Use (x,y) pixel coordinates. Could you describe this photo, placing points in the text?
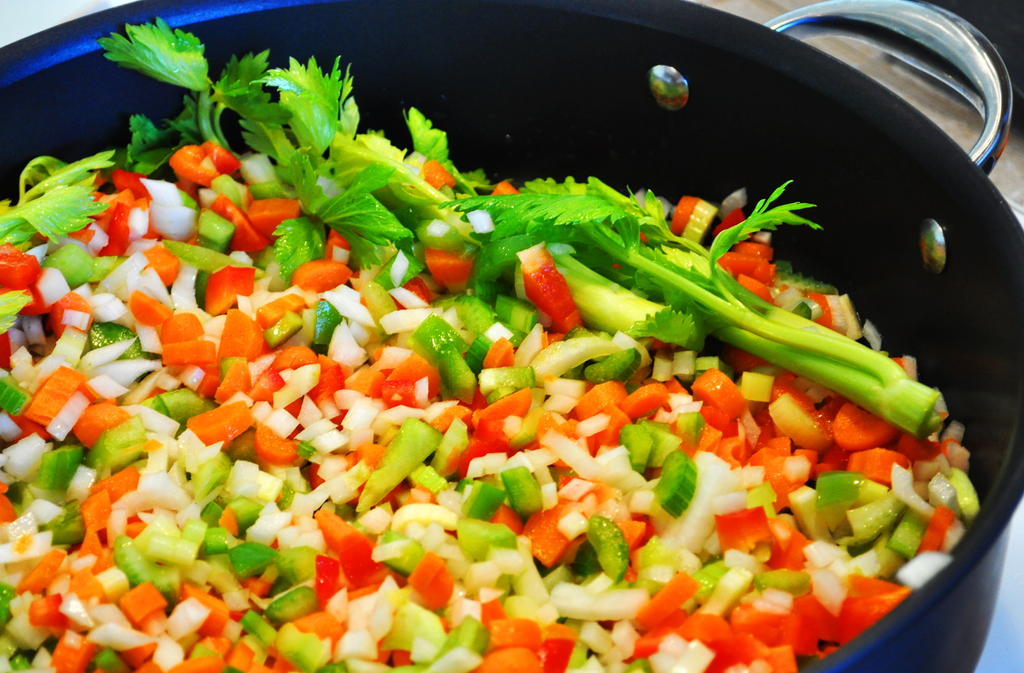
Here in this picture we can see some vegetables (282,299) chopped and present in a bowl (363,111) and we can also see some celery leaves (359,238) present.
